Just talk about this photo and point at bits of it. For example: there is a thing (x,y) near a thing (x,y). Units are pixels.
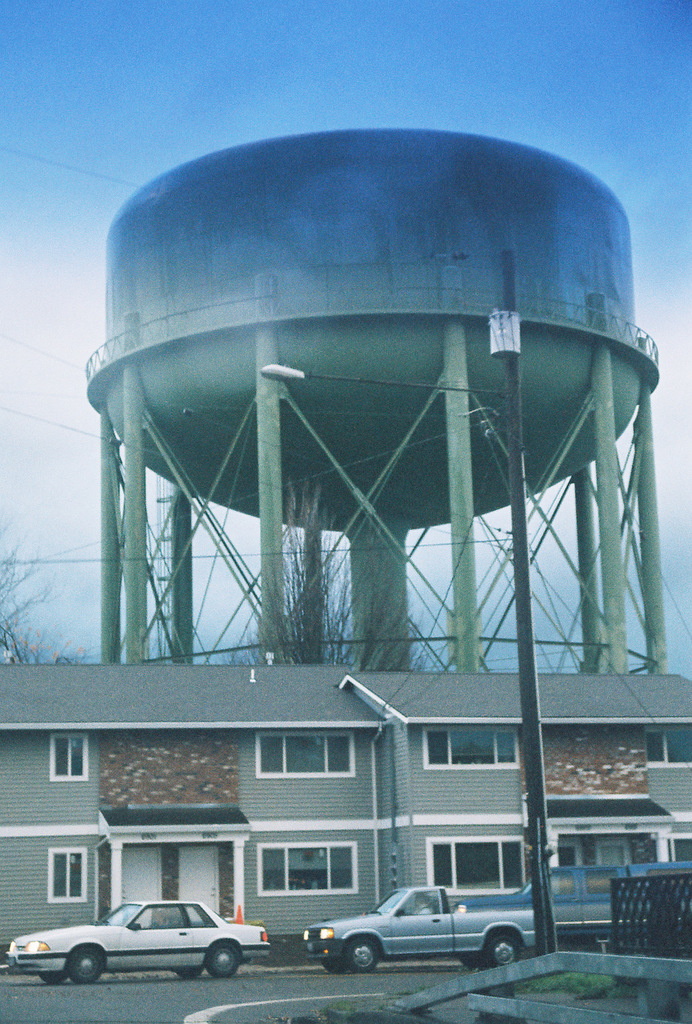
In this image we can see few vehicles (400,923) on the road (258,973), a light pole (507,414), few objects (524,998), a building (435,692), a structure (471,506) looks like a water tank (190,399) behind the building (434,703), there are trees (293,627) and the sky (185,93) in the background (510,96).
